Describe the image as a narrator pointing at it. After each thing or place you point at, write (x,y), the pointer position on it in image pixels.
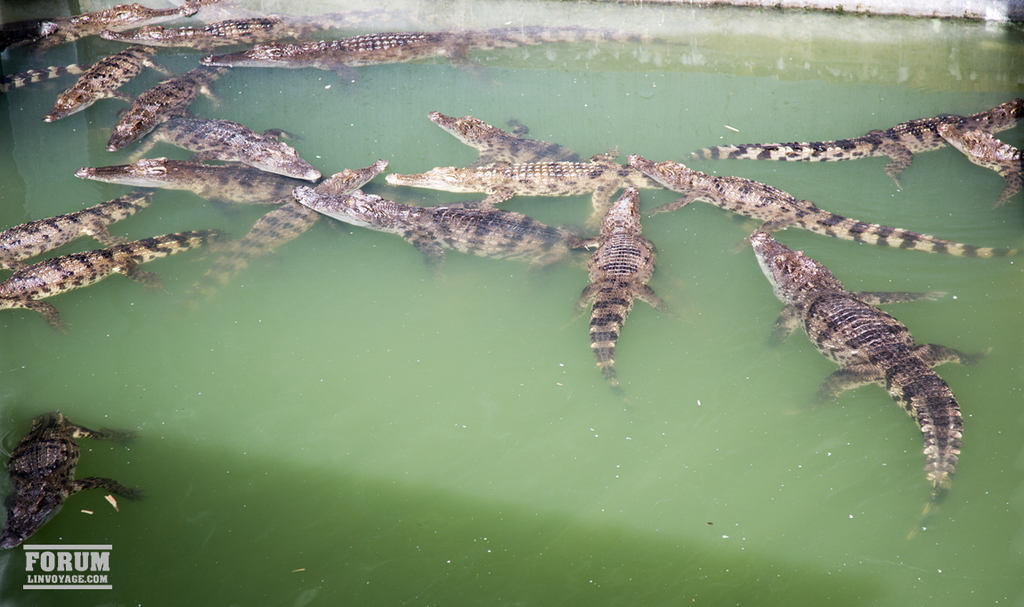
In this image I can see crocodiles (231,182) in water (713,281). And in the bottom left corner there is a watermark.
